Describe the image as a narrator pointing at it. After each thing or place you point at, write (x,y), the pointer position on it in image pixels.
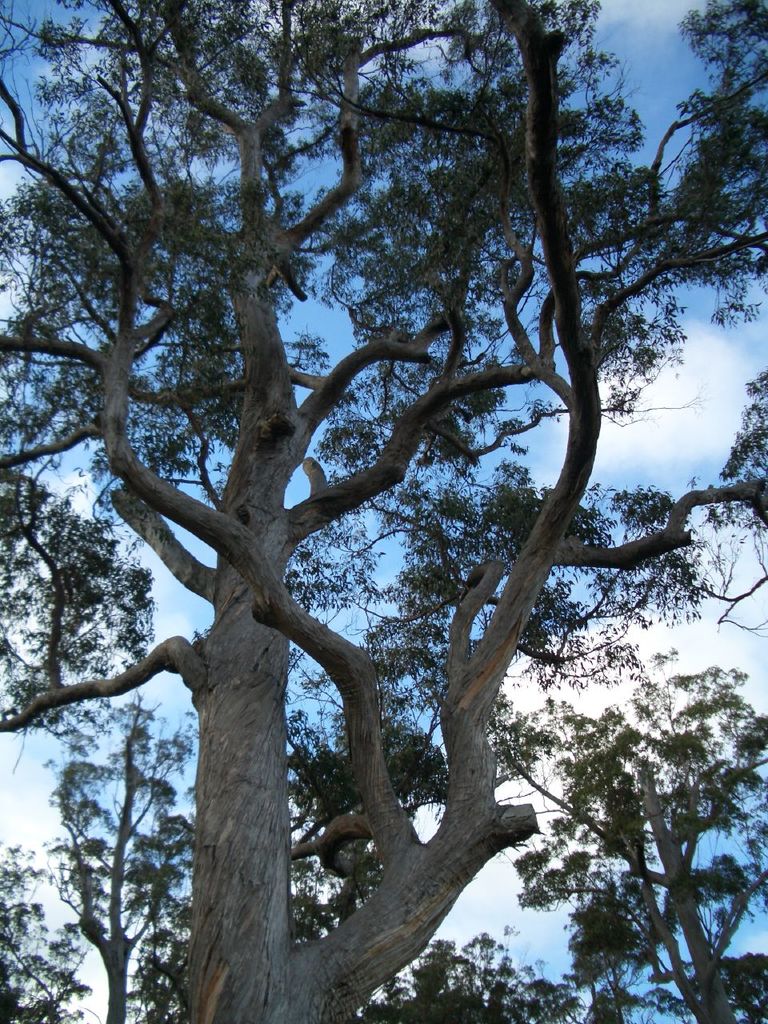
In this image we can see trees (592,429) and cloudy sky (693,626).
